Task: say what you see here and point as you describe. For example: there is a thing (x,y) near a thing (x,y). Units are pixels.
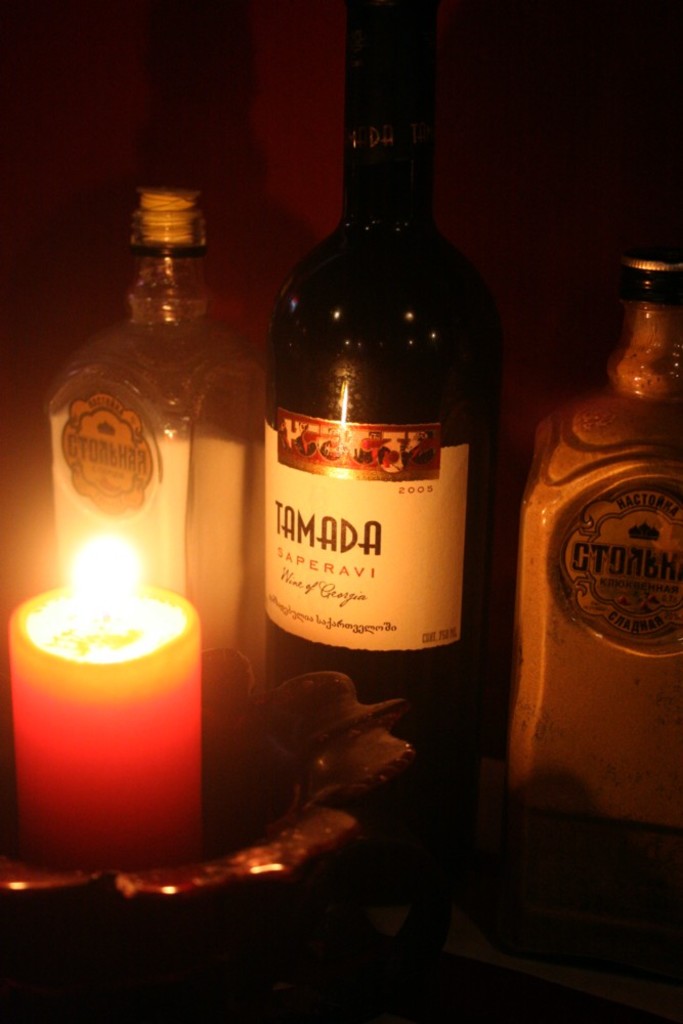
There are three bottles (421,367) in a picture. In front of them, there is a candle (181,726) placed in a bowl (212,848).
